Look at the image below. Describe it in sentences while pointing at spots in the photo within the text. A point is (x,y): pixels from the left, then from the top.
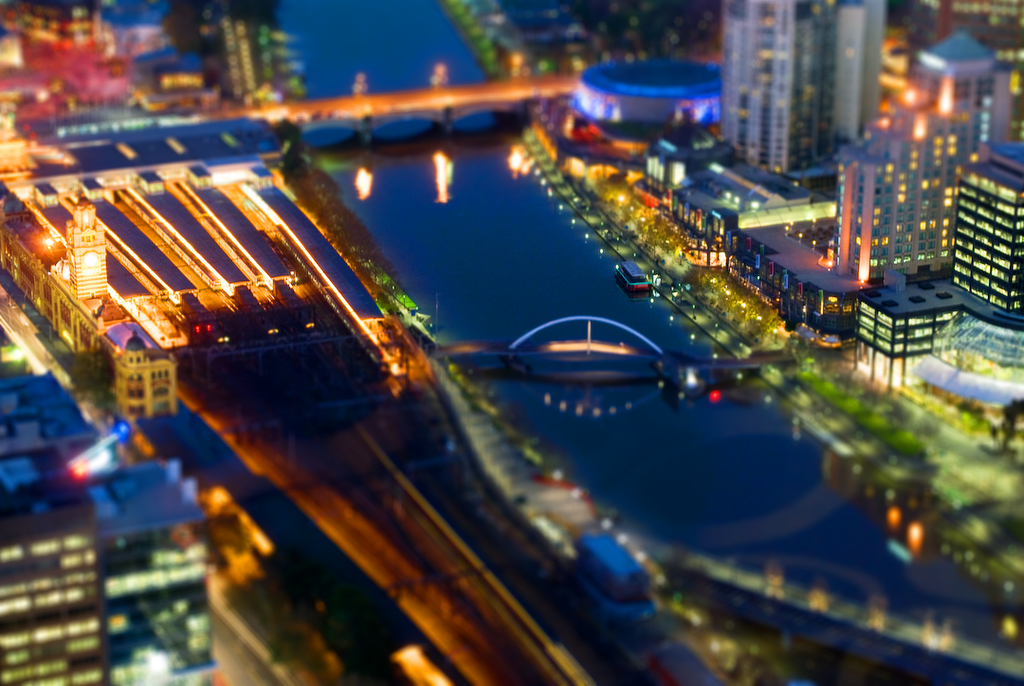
This image is an aerial view. In this image there are buildings (997,240). In the center (681,360) there is a bridge (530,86) and we can see a lake (486,222). There is a boat (621,273) on the lake (633,416) and there are lights (167,288).
